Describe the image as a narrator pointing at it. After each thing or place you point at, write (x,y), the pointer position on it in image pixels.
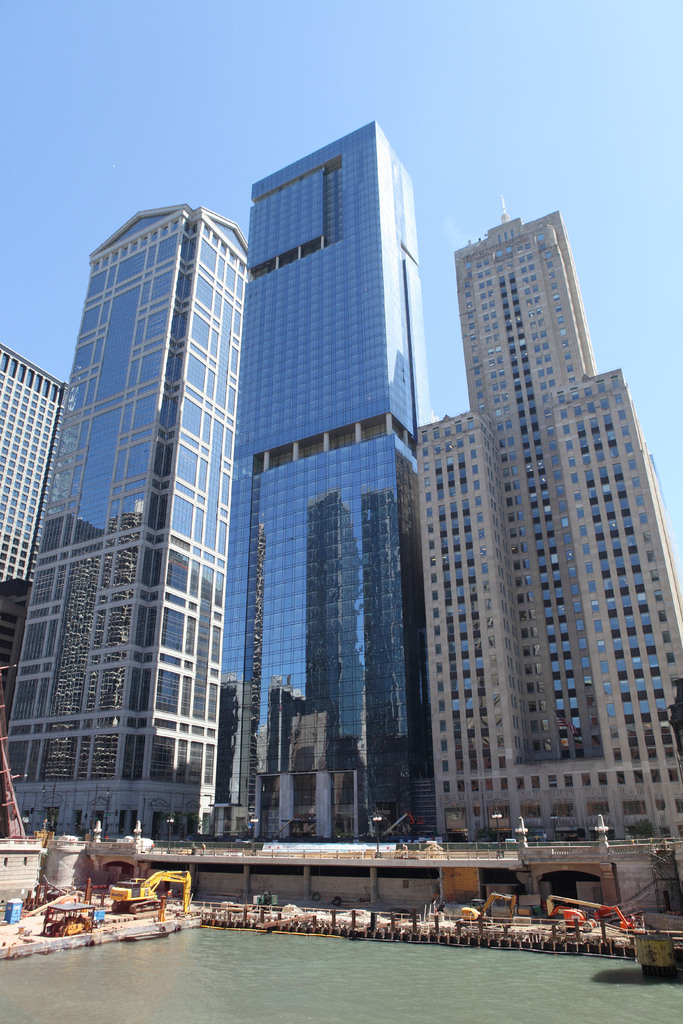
In this image there are buildings (383,642), in front of the buildings (187,605) there is water (206,956).
